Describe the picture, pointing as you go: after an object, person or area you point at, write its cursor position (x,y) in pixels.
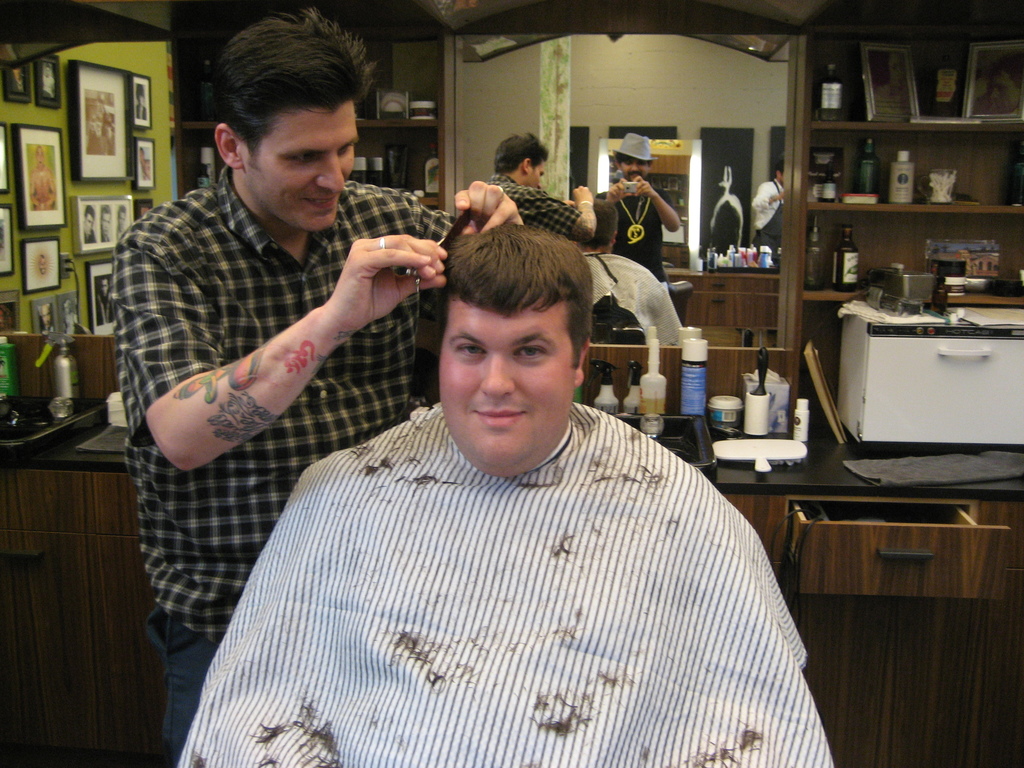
In this image I see 2 men (488,224) in which this man (457,511) is sitting on a chair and there is a cloth (460,515) on him on which there are hair (310,748) and I see a man (178,320) over here who is standing and holding a scissor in his hand (401,281). In the background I see the wall (60,48) on which there are many photo frames (86,176) and on this thing (655,428) I see few things (634,376) too and in the racks (831,314) I see the bottles (936,291) and other few things (973,284) and I see the mirror (540,152) over here and I see 2 persons (645,229) and this man (637,177) is holding a thing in his hand (639,182).
